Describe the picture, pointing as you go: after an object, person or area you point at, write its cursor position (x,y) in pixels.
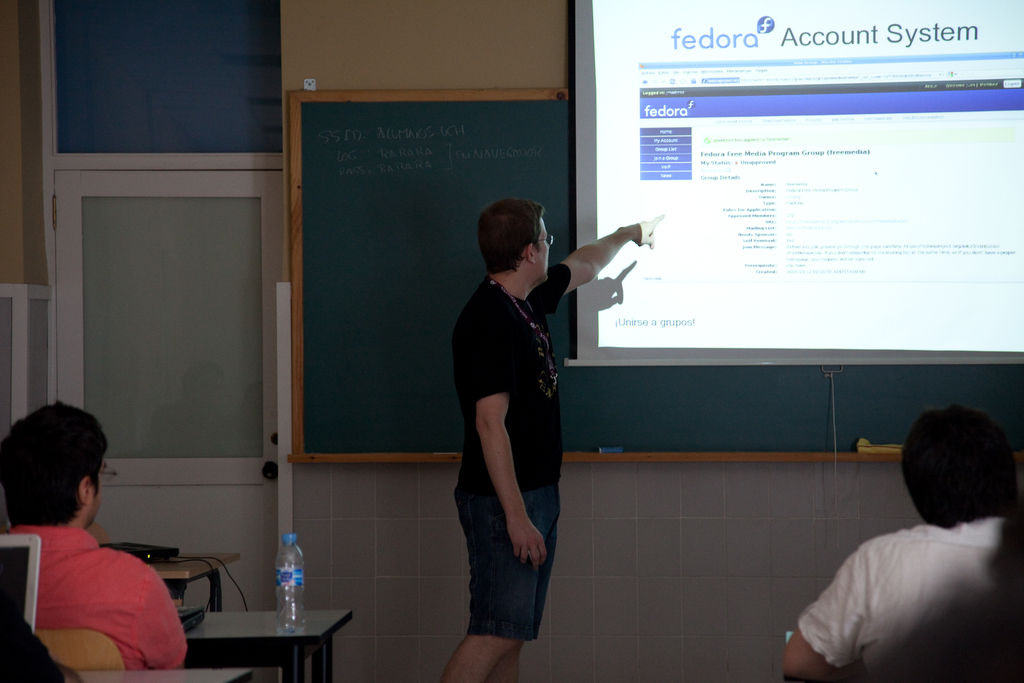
In the center of the image (496,392) we can see the person (503,560) standing at the board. On the right side of the image (808,332) we can see a screen (868,265) and a person (872,596) sitting. On the left side of the image (258,418) we can see door (166,416) and person (95,567) sitting at the table (215,650). In the background (337,56) there is a wall (391,41) and board (390,150).
